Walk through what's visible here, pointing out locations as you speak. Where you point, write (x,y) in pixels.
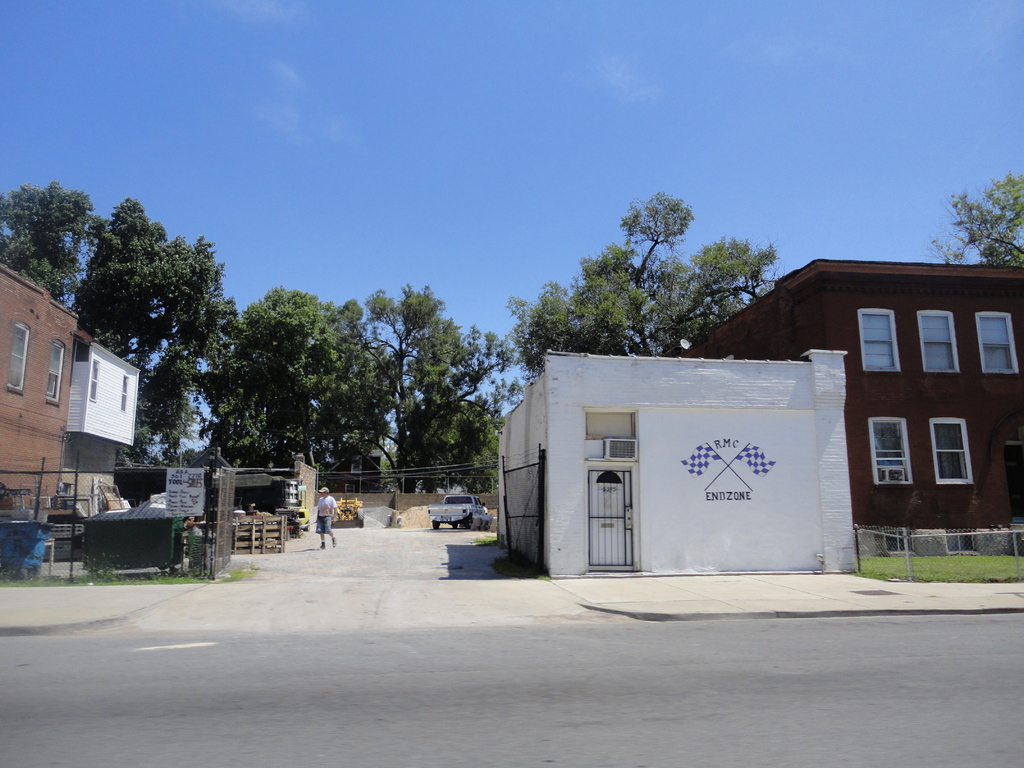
In the picture there is a road (494,647), on the road (567,624) there is a vehicle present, there are buildings (852,434), there is a person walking on the road (235,605), there are trees (349,327), there is a clear sky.
